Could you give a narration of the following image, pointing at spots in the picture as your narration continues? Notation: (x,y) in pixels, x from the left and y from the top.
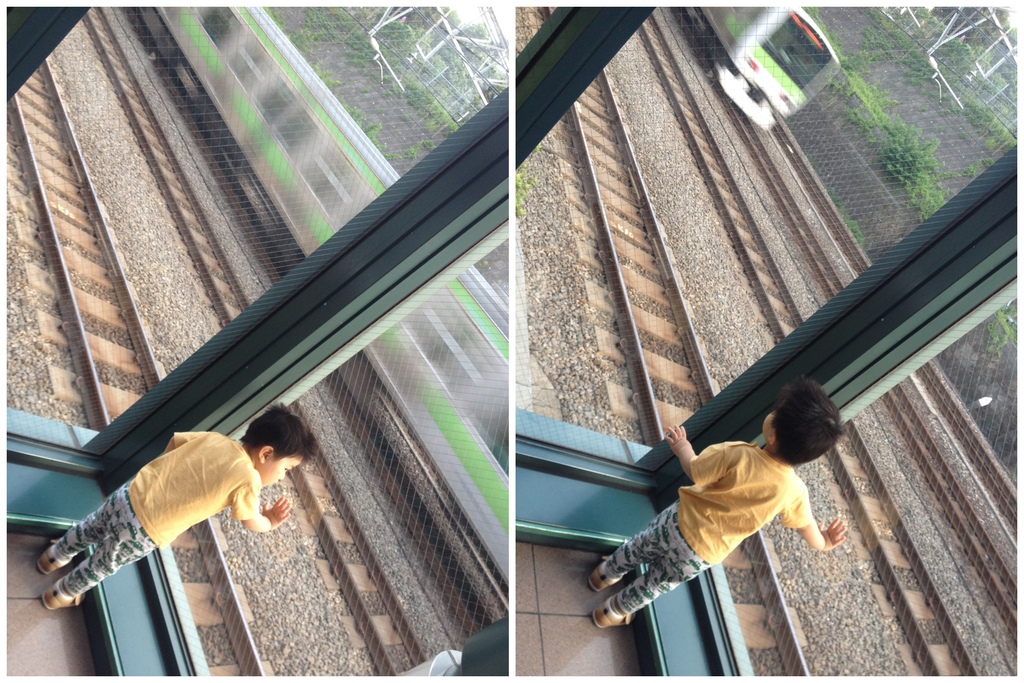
In this image we can see collage. In both images we can see a boy (234,480) standing near to glass walls (237,262). Through the glass walls (709,264) we can see railway tracks (819,222) and trains (723,74). Also there are few plants (863,120).
